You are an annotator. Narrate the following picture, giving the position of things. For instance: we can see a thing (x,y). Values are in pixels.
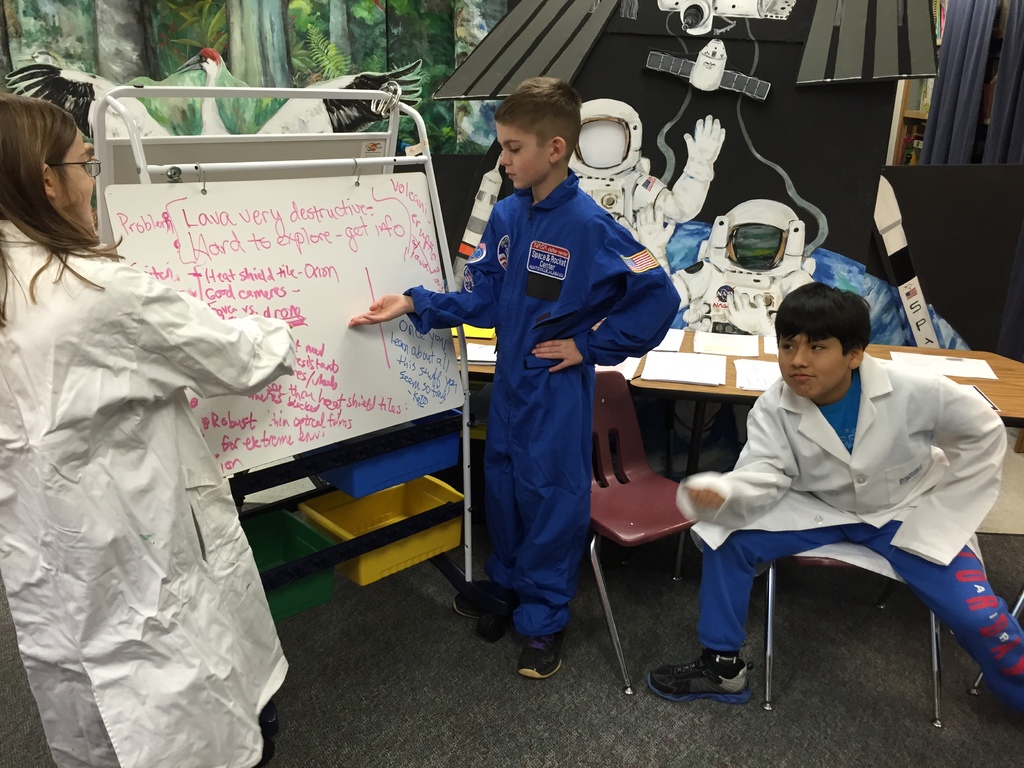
In this image I can see three persons (127,451), two persons (172,451) are standing and the other person (749,434) is sitting on the chair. The person (612,340) in front (542,293) wearing blue color dress (612,340), I can also see a white color board (258,250) and something written on it. Background (886,222) I can see few toys (900,233) and trees (354,49) in green color.
